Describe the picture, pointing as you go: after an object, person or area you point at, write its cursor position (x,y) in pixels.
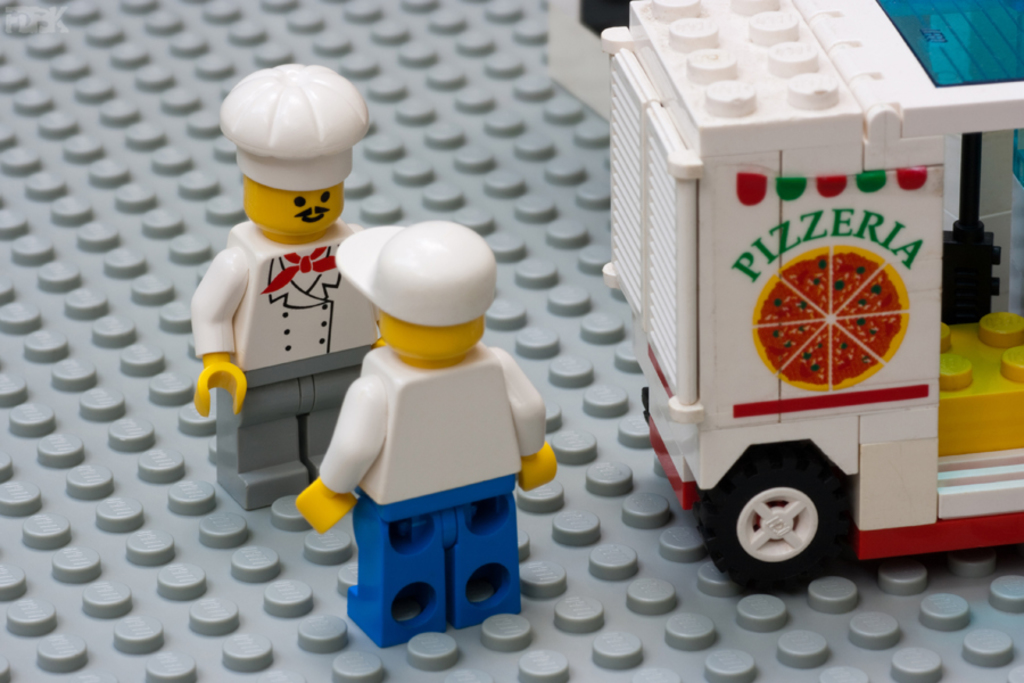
In this picture there are two toys (438,317) in the center of the image (493,438) and there is a toy vehicle (689,311) on the right side of the image (809,416).
